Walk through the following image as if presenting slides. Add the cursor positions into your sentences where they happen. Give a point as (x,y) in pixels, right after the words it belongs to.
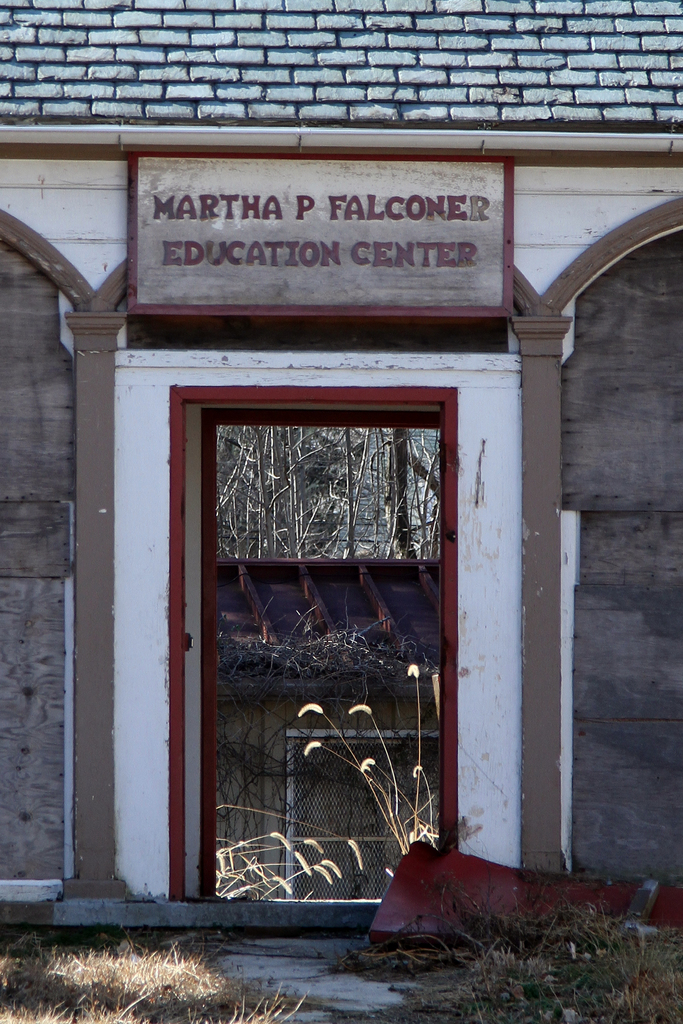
In this picture we can see some dry grass (167,1020) on the path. There is a maroon object (496,872) on the path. We can see a board (223,287) and a few arches (84,285) on the wall (488,759). There is a house (306,788) and tree stems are visible in the background (318,549).
